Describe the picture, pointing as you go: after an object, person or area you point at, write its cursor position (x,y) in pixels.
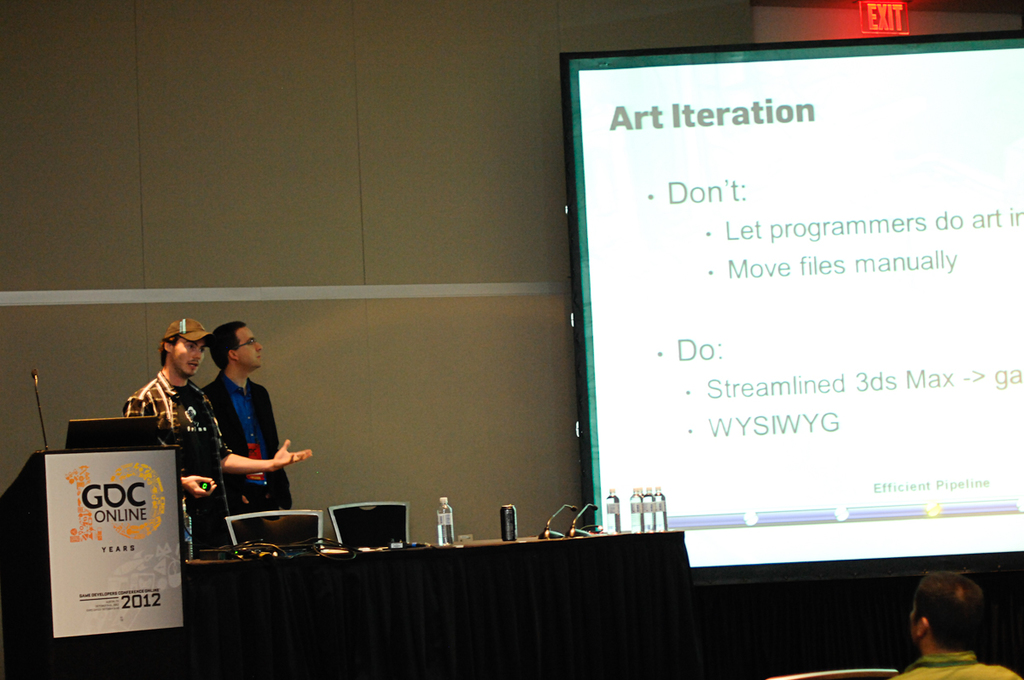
In this picture I can see couple of men (206,419) standing and I can see a laptop (81,436) and a microphone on the podium (24,503) and I can see a board (94,538) with some text (104,501) and I can see water bottles (634,508) and a can (511,535) on the table (372,563) and I can see a projector screen (639,411) displaying some text (813,260) and I can see another man (938,653) at the bottom of the picture (921,655).
